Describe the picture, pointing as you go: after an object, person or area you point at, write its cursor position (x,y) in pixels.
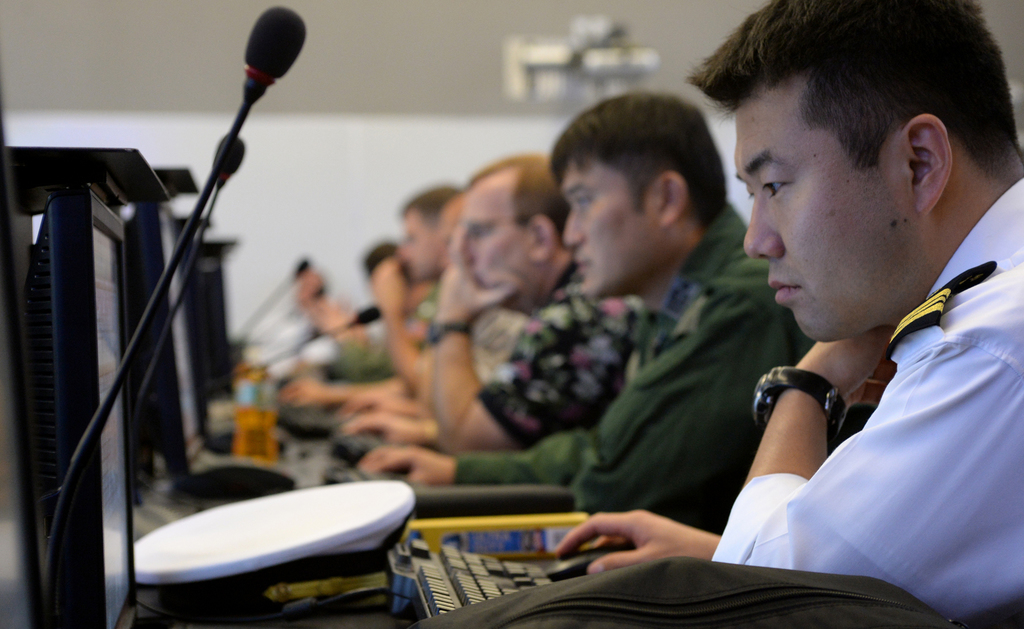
In this picture I can see few people (807,539) seated holding mouses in their hands (316,398) and I can see monitors (185,477) and few microphones (61,494), keyboards (289,423), bottle (260,429) and a cap (319,526) on the table (323,627) and I can see a wall (16,102) and a bag (586,623).
